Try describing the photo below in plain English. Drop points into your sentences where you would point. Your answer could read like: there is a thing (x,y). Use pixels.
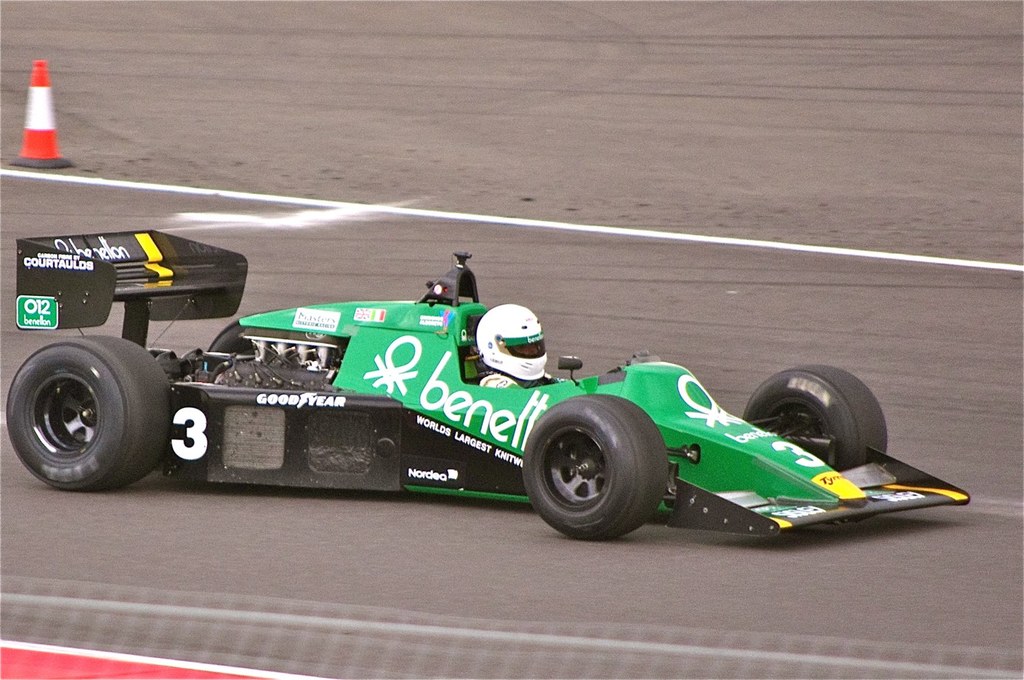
This image is taken outdoors. At the bottom of the image (305,611) there is a road (424,598). On the left side of the image (34,118) there is a safety cone (17,165) on the road (16,190). In the middle of the image (469,414) there is a race car (148,295) is moving on the road (391,507) and a person (530,360) is sitting in the race car (642,390).
